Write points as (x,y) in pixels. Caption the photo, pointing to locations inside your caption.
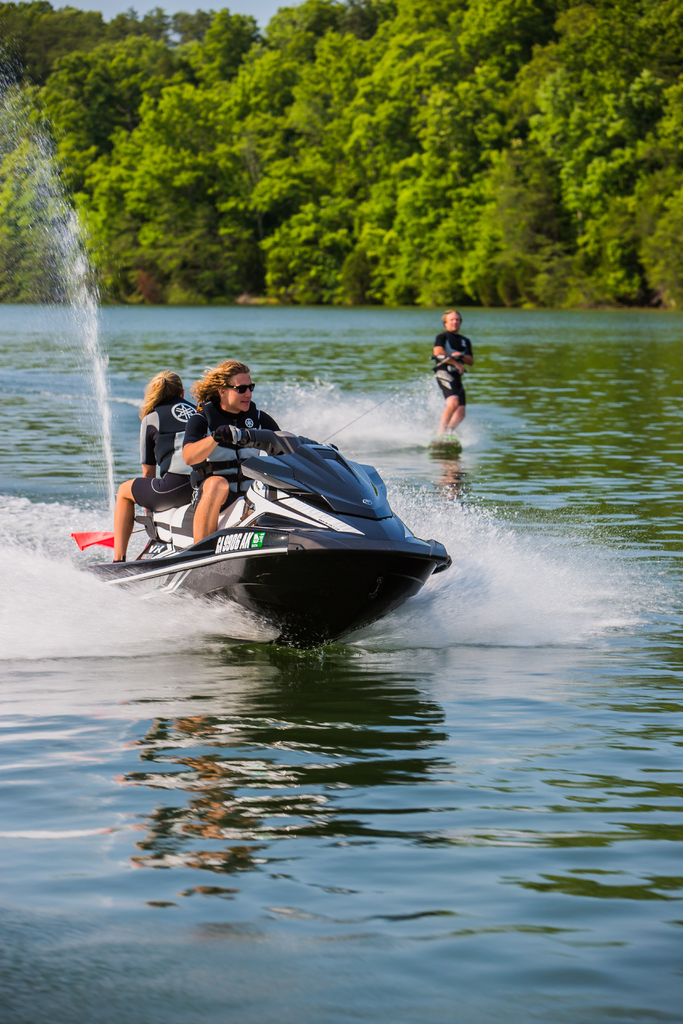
In this image we can see two persons (219,450) on a jet ski (163,549). Behind them, there is a person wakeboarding on the water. Behind the water (321,378) we can see a group of trees (272,172). At the top (275,8) we can see the sky (267,15).
